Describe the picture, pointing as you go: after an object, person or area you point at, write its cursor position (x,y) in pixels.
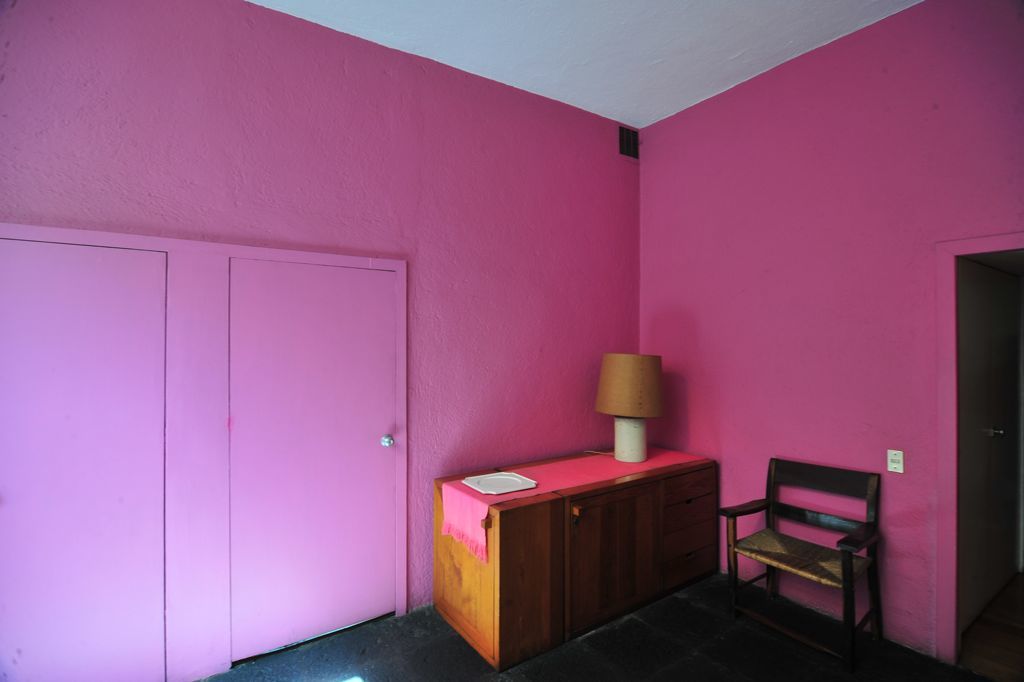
The wall (644,207) is painted with pink color. These are doors (97,528). Here we can see a chair (763,560) and a lamp (630,395) on the table (585,534) and also a plate (499,479). This is ceiling (679,43) in white colour.
